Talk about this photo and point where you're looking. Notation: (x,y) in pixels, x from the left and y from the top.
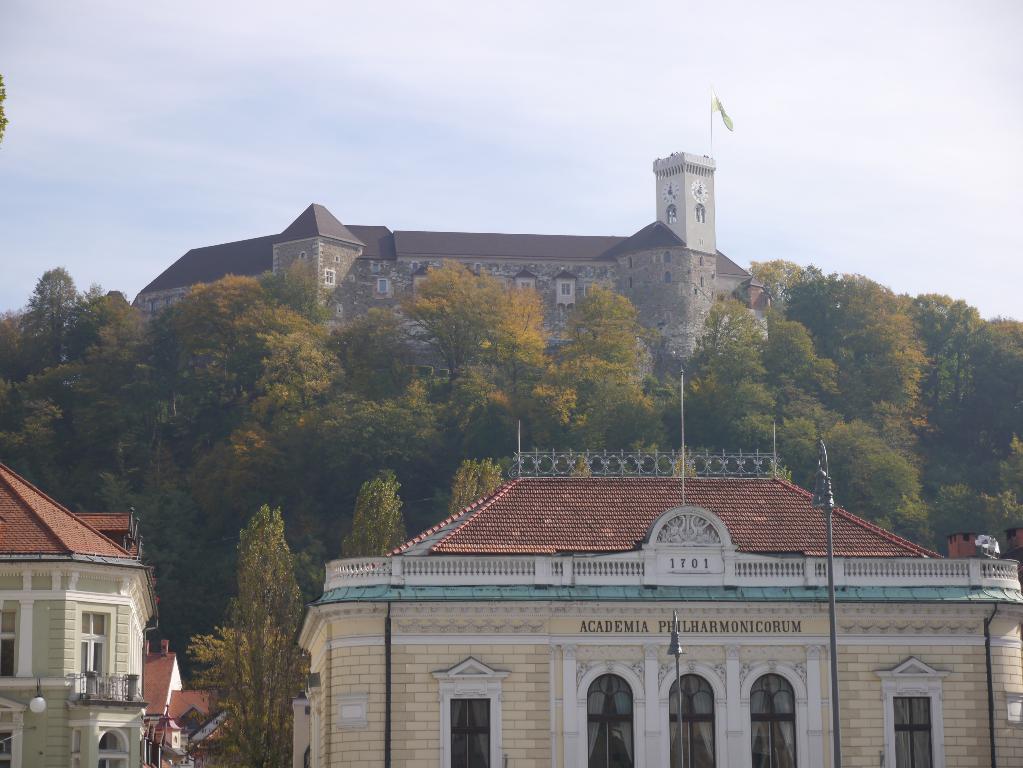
In this picture we can see some buildings (649,509) and trees (591,369).
